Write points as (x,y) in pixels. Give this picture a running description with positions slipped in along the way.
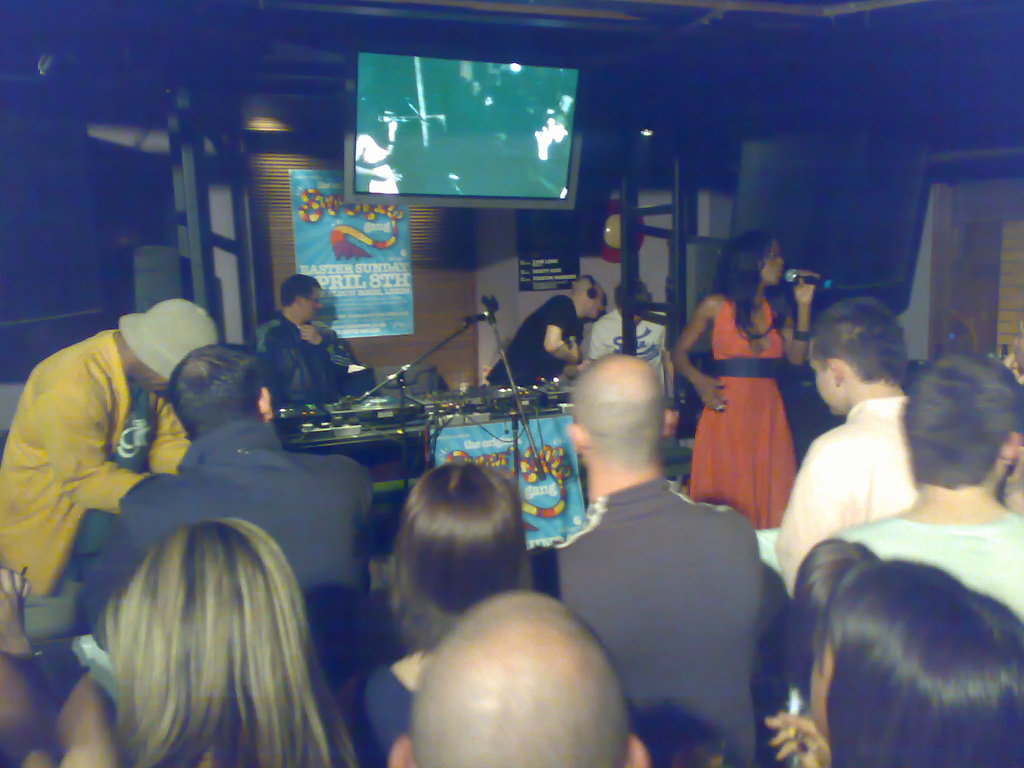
On the right side of the image (753,428) we can see a lady (739,318) standing and holding a mic (799,279), next to her there are people (566,341) sitting and some of them are standing. There are mics (480,312) placed on the stands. At the top (553,174) there is a screen (444,199). At the bottom (231,601) there is crowd (621,546). In the background (346,261) there is a board (385,234) placed on the wall (252,198).
